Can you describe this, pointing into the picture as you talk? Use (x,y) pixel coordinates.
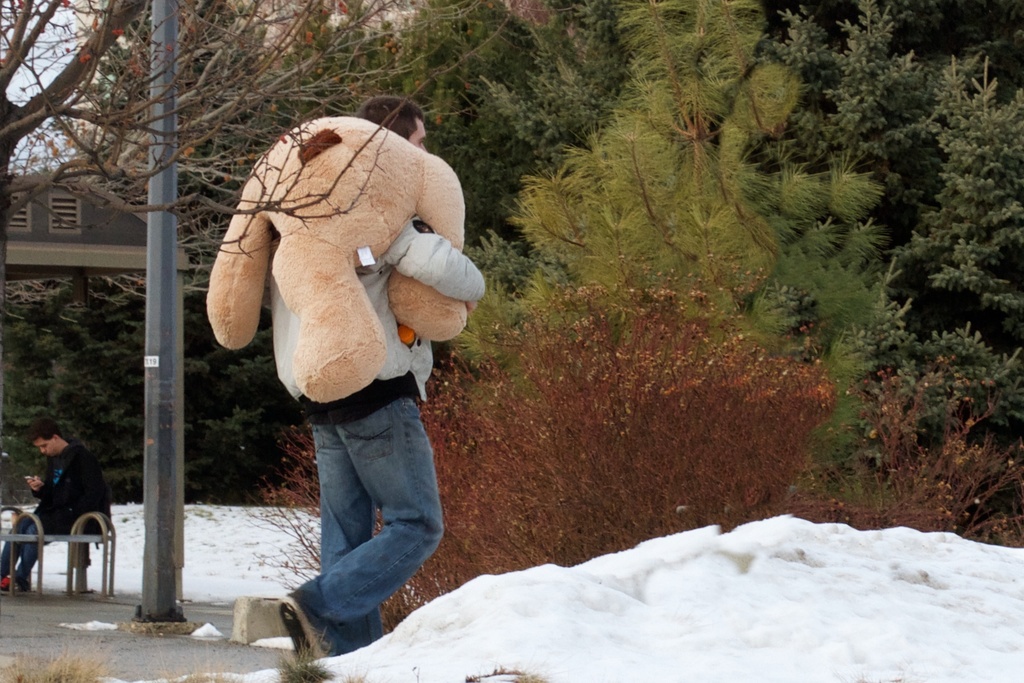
This image is taken outdoors. At the bottom of the image (118,660) there is a road (158,653) and it is covered with snow (684,568). In the background (684,414) there are many trees (116,93) and plants (114,310) with stems (119,78), branches (714,463) and green leaves (645,268) and there is a house (78,254) with a wall (75,243). There is a pole (161,321). On the left side of the image (76,497) a man (48,514) is sitting on the bench (13,547) and he is holding a mobile phone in his hands (29,485). In the middle of the image (393,288) a man (381,461) is carrying a teddy bear (315,233) and he is walking on the road (189,649).
